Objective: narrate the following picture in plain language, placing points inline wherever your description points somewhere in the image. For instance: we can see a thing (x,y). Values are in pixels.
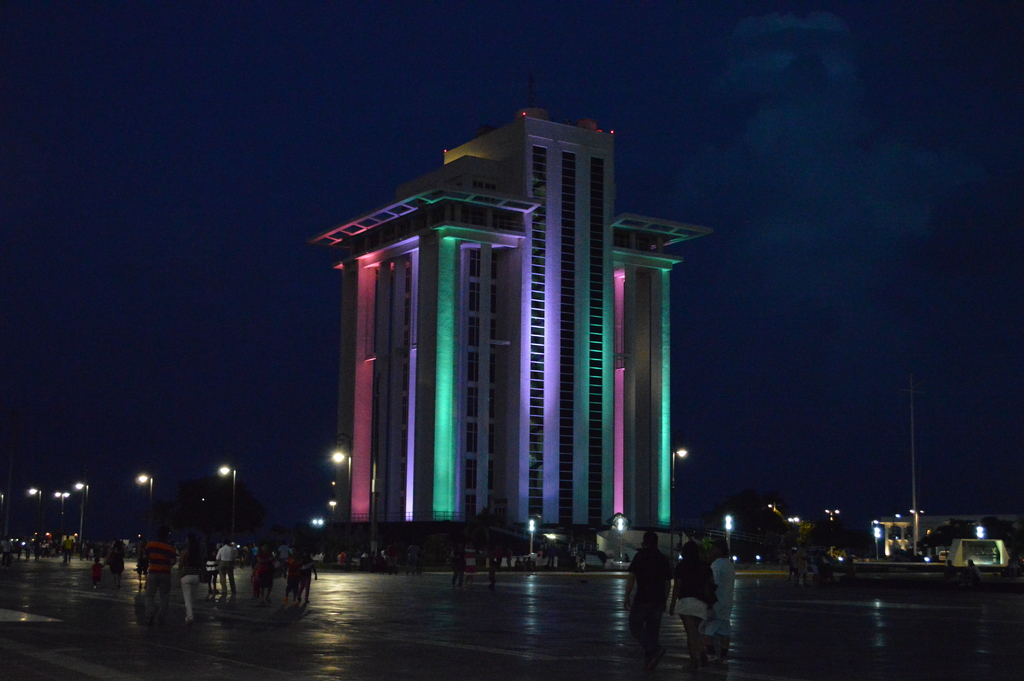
In this image we can see a few people (803,571), there are buildings (570,483), light poles (616,526), also we can see the sky (848,203).
